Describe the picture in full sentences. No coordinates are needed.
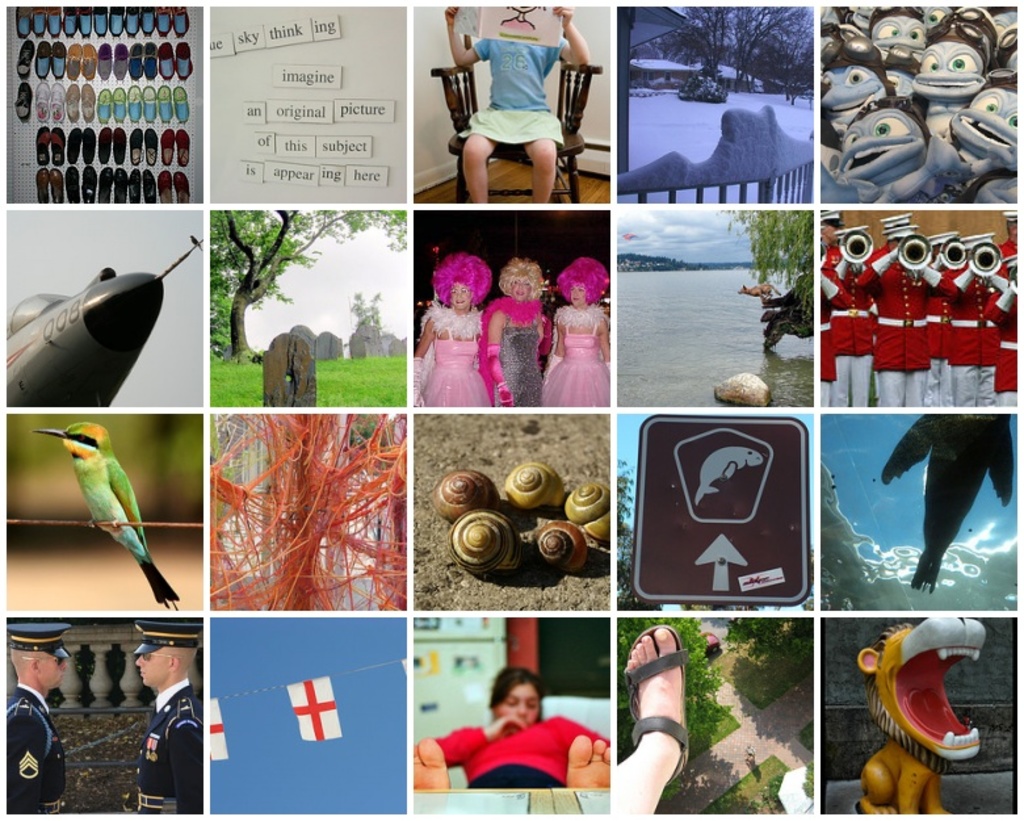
This image is a collage image of many images.
